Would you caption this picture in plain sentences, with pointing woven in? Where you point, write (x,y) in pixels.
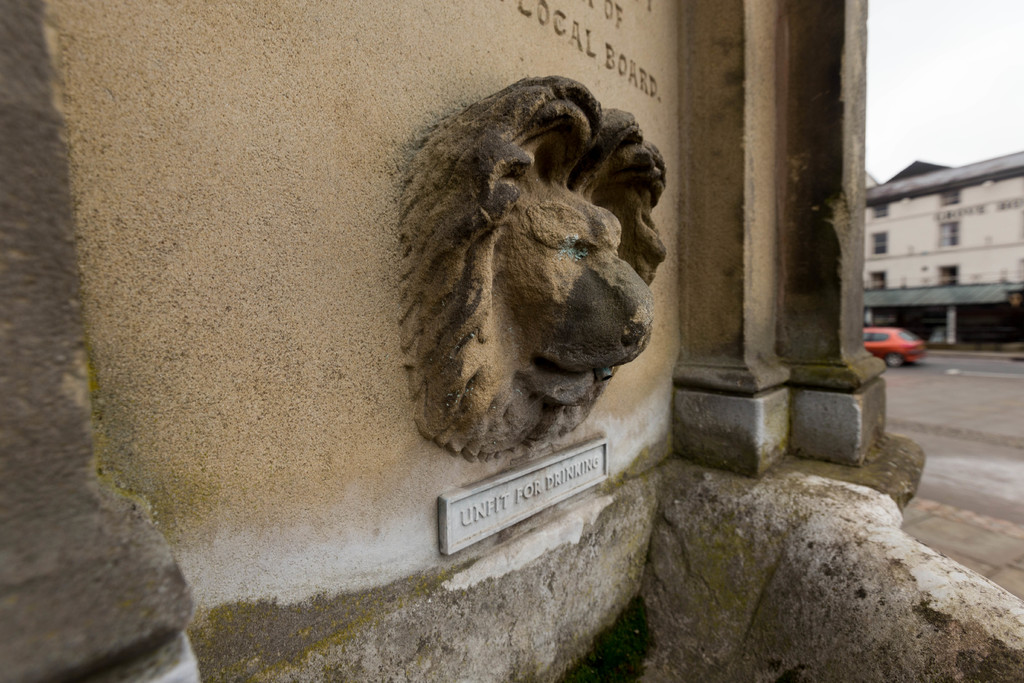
In this image I can see a sculpture (474,339) and something written on the wall (487,561). On the right side (986,295) I can see a building (962,320), vehicle (911,356) on the road (935,402) and the sky (954,107).
